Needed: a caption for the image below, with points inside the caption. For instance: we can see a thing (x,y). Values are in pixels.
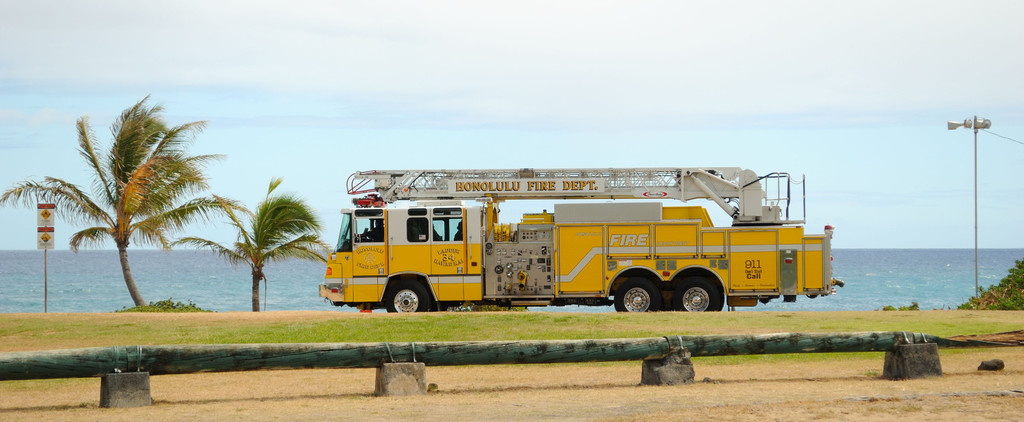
In this image we can see a vehicle (567,250) on the ground (500,313), there are trees (129,225) in front of the vehicle (648,205) and a board (42,229) to the pole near the trees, there is a light pole (976,176), a wooden log (430,344) on the stones (410,375) and there is water (846,276) and the sky (334,155) in the background (866,116).
